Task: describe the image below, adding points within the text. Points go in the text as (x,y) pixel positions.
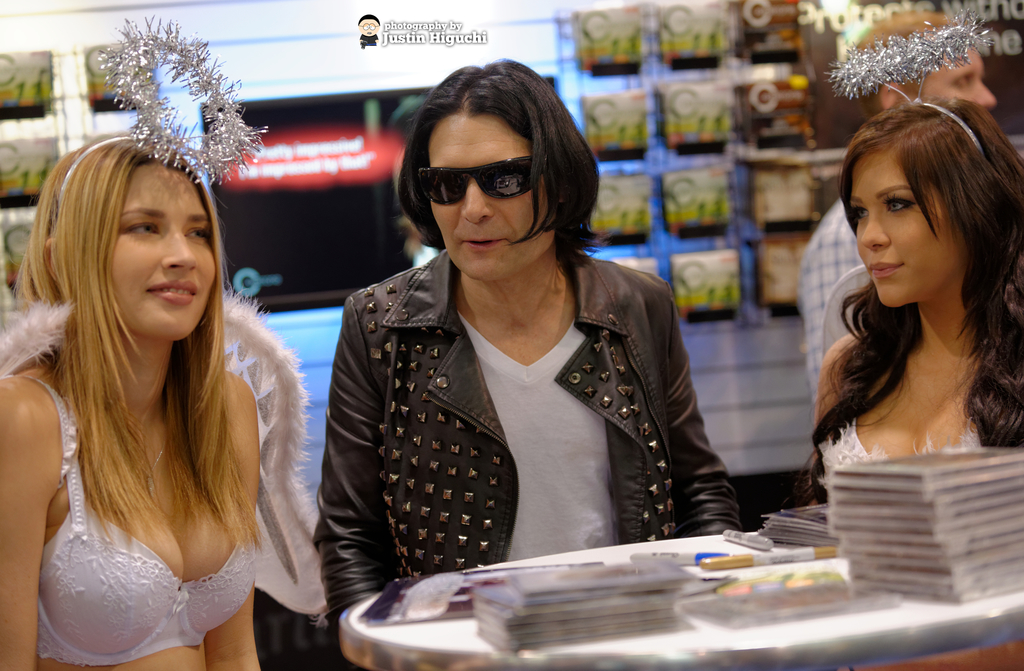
In the center of the image (535,338) we can see three people (455,330) standing, before them there is a table (803,602) and we can see books (849,566), pens (721,568) and some things (790,588) placed on the table (733,636). In the background (325,215) there is a board (290,146).
